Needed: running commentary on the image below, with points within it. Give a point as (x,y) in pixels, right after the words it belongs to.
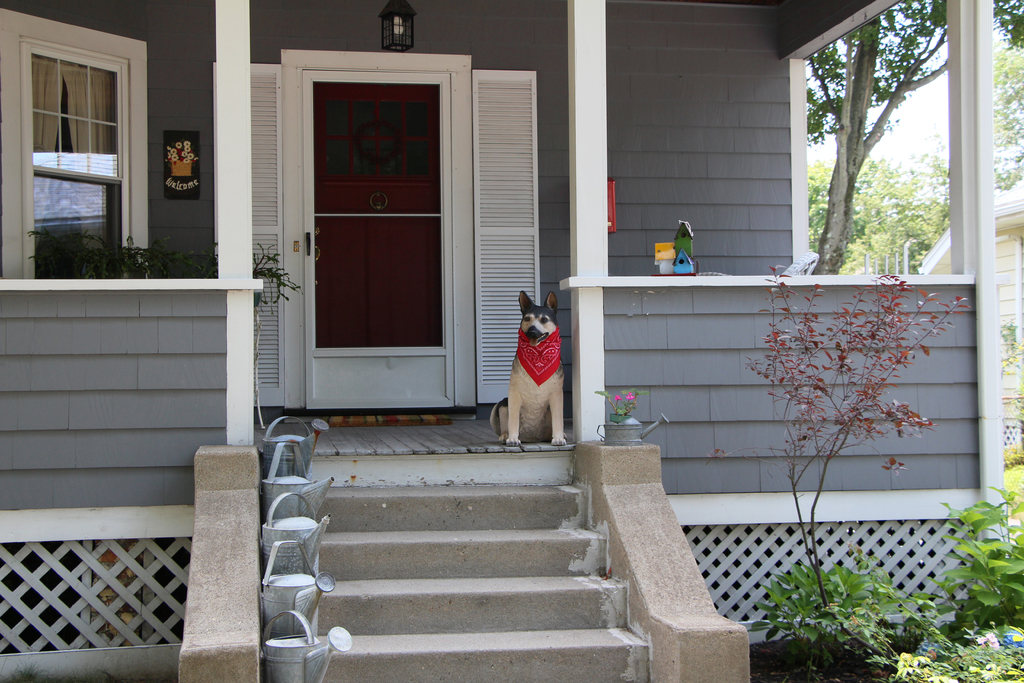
In this image I can see few houses (754,358), plants (971,571), stairs (530,550), a door (418,377), lights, number of trees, a dog (522,296) and here I can see few watering cans (288,494). I can also see a red colour cloth (534,357) around this dog's neck (533,359).
